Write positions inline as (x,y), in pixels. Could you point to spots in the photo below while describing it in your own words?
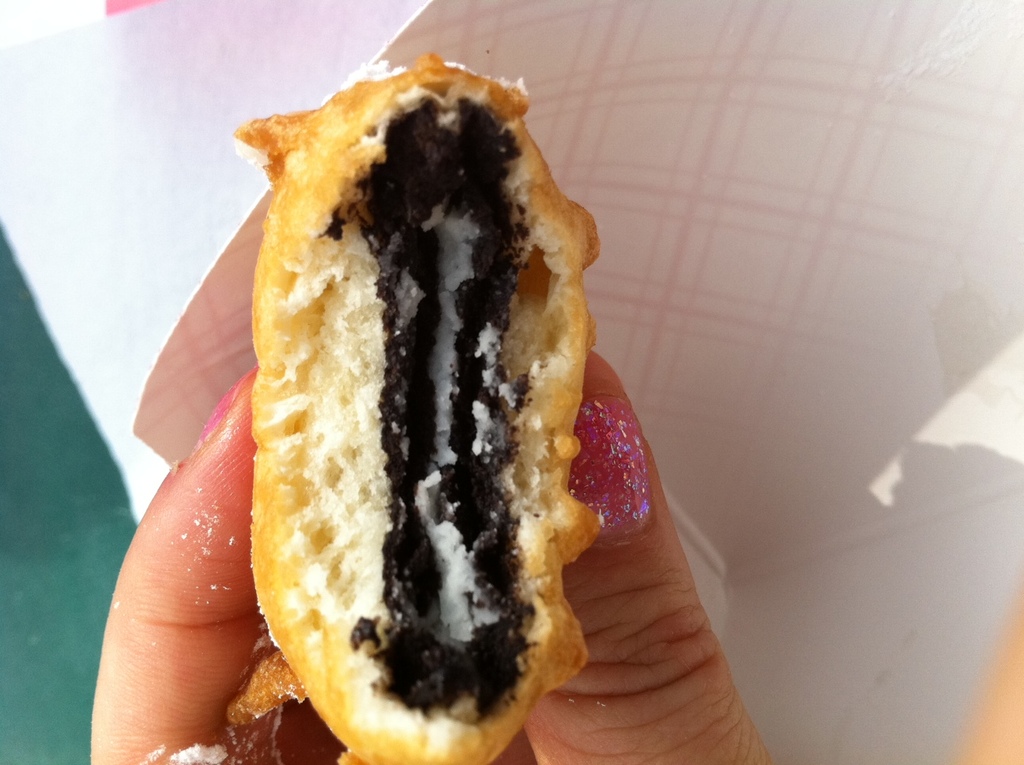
In this picture we can see a person (258,731) is holding food (544,336).
